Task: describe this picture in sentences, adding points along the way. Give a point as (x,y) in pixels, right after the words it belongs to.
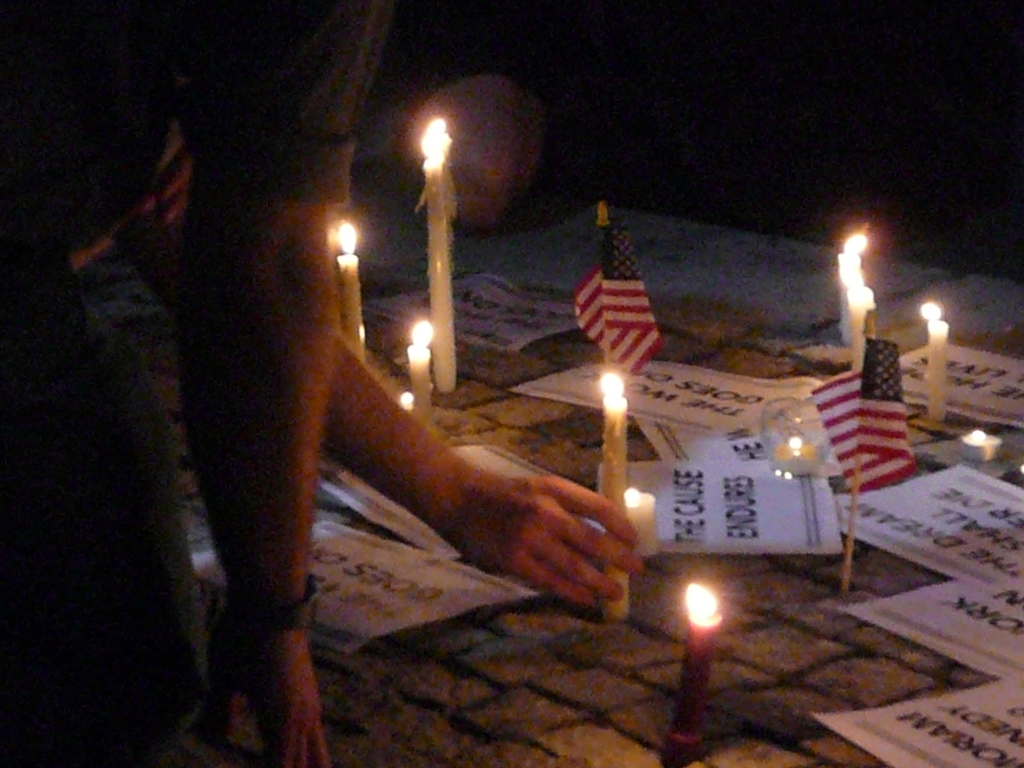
In this image, we can see people (324,405) hands (280,625). There are candles (341,295), flags (629,344) and papers (590,377) in the middle of the image (620,506).
